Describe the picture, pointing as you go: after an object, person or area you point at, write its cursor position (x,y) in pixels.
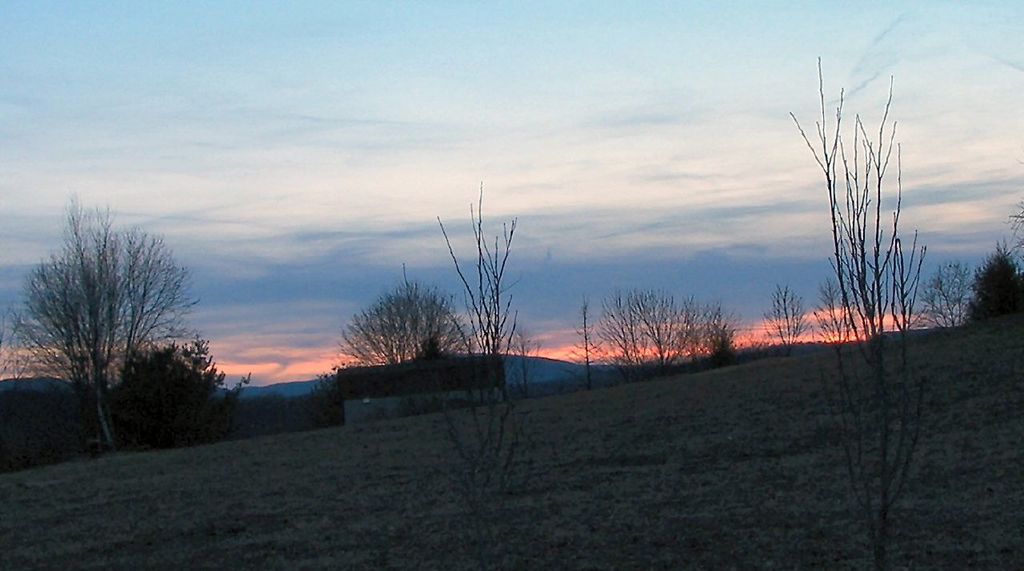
This image is clicked outside. At the bottom (319,454), there is dry grass (385,442) on the ground (34,521). In the middle (503,337), there are plants (46,459) and trees (705,340). At the top (504,155), there is sky (255,244).
